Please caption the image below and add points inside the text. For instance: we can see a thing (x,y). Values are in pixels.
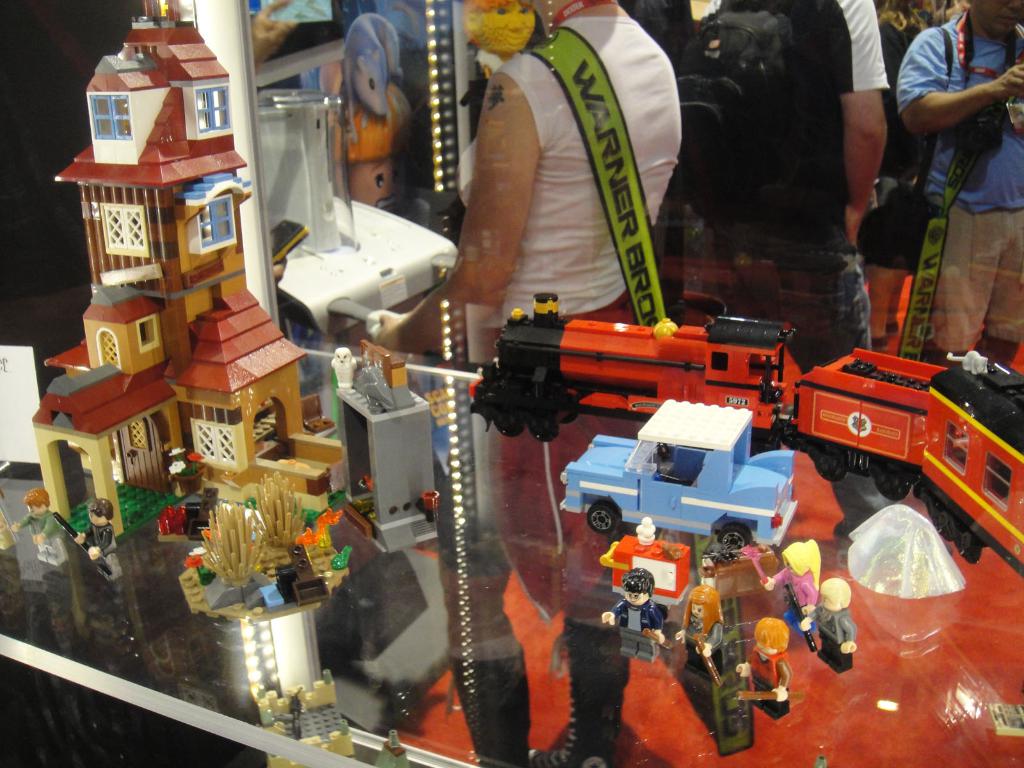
In this image there are a few toys (832,593) are arranged on the glass table (607,680), through the glass (396,615) we can see there are a few people (540,217) standing, few are holding some objects (1013,107) and few are wearing bags (569,79) on their shoulder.
